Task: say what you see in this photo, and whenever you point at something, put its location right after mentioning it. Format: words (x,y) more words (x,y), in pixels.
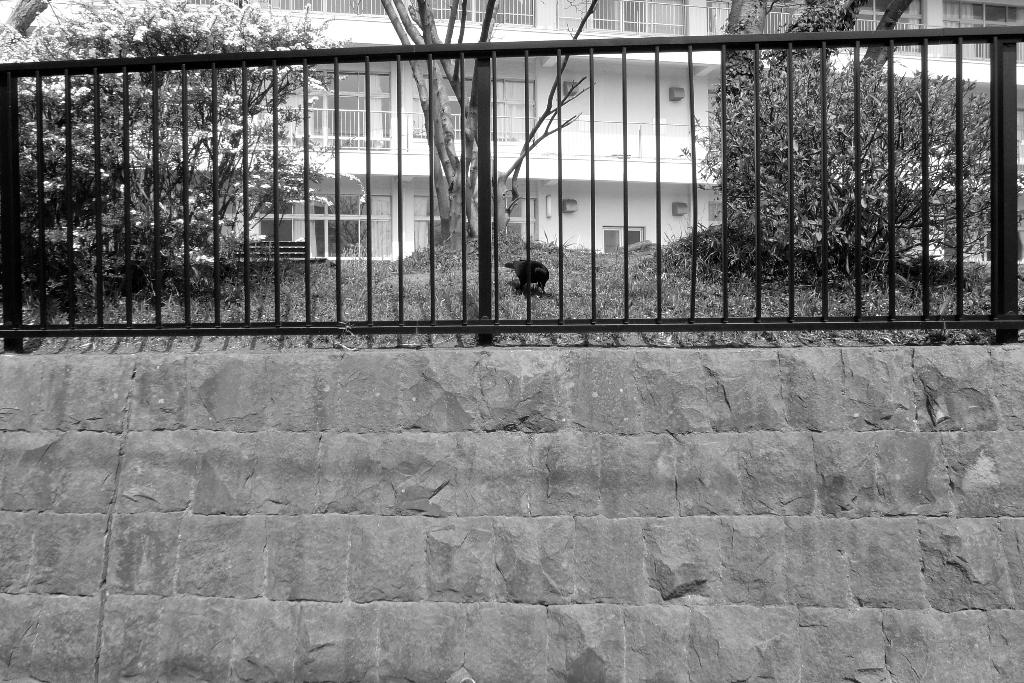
This is a black and white picture, we can see the wall (437,528), fence (374,326) and a bird (527,293) on the grass (514,303), there are some plants (151,160), windows (354,214), grille (644,128), bench (270,261) and a building (456,142).
